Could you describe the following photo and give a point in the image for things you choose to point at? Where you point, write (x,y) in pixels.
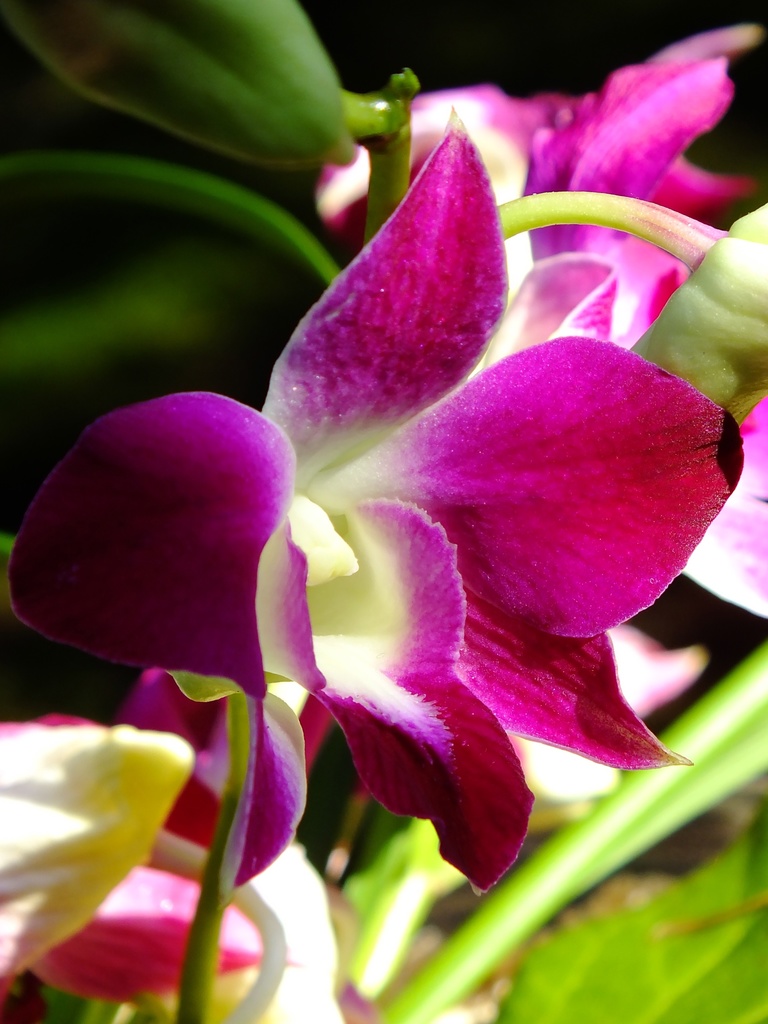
In this image I can see few flowers (443,742) in pink and white color. In the background (89,334) I can see few leaves (80,331) in green color.
